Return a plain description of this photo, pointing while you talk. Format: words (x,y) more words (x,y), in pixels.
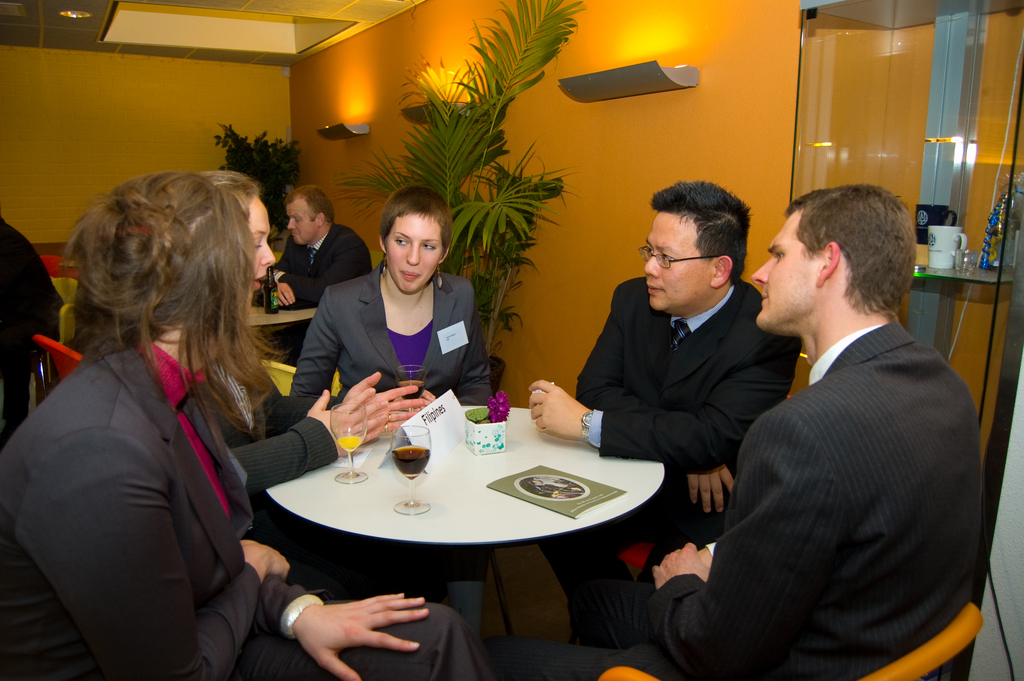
As we can see in the image, there are group of people (421,331) sitting around table (438,485) on chairs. On table (437,472) there are glasses (360,436) and a book (553,492) and behind this woman (427,275) there is a plant (478,194) and the wall (675,138) is in orange color.
